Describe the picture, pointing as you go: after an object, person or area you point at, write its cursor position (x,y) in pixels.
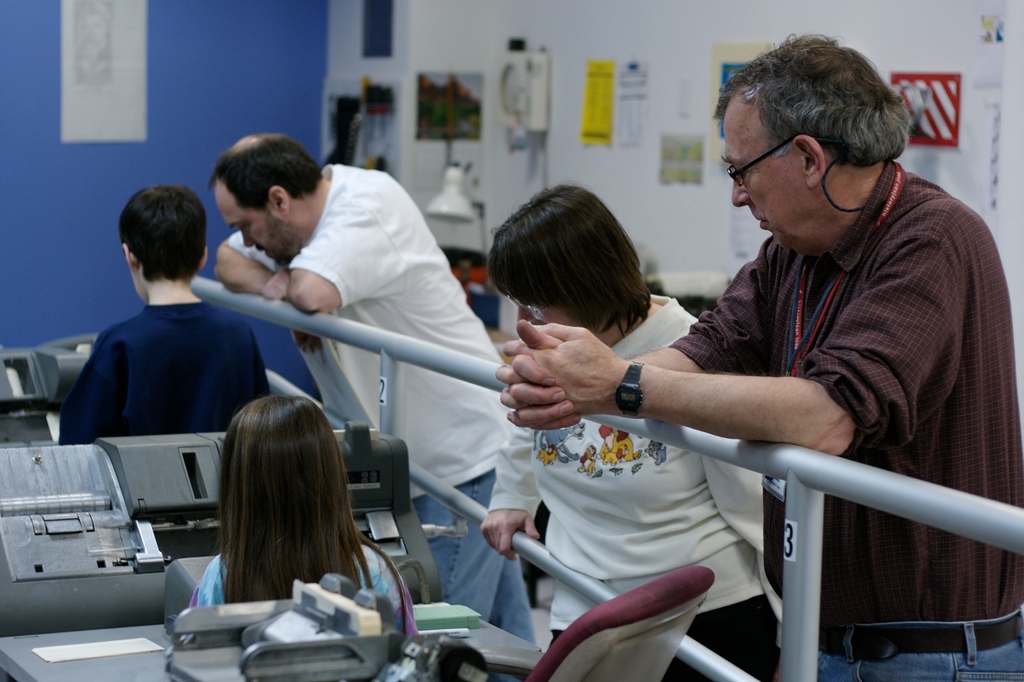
This picture is inside view of a room (541,375). We can see persons (601,329) are standing. On the left side of the image (281,561) a girl (242,556) is sitting in-front of the printing machine (156,464). At the bottom of the image (591,625) chair (579,650) is there. At the top of the image (650,83) we can see the wall (436,55), lamp (455,165), paper (606,109) are present. In the middle of the image (464,360) a rod (939,488) is there.
